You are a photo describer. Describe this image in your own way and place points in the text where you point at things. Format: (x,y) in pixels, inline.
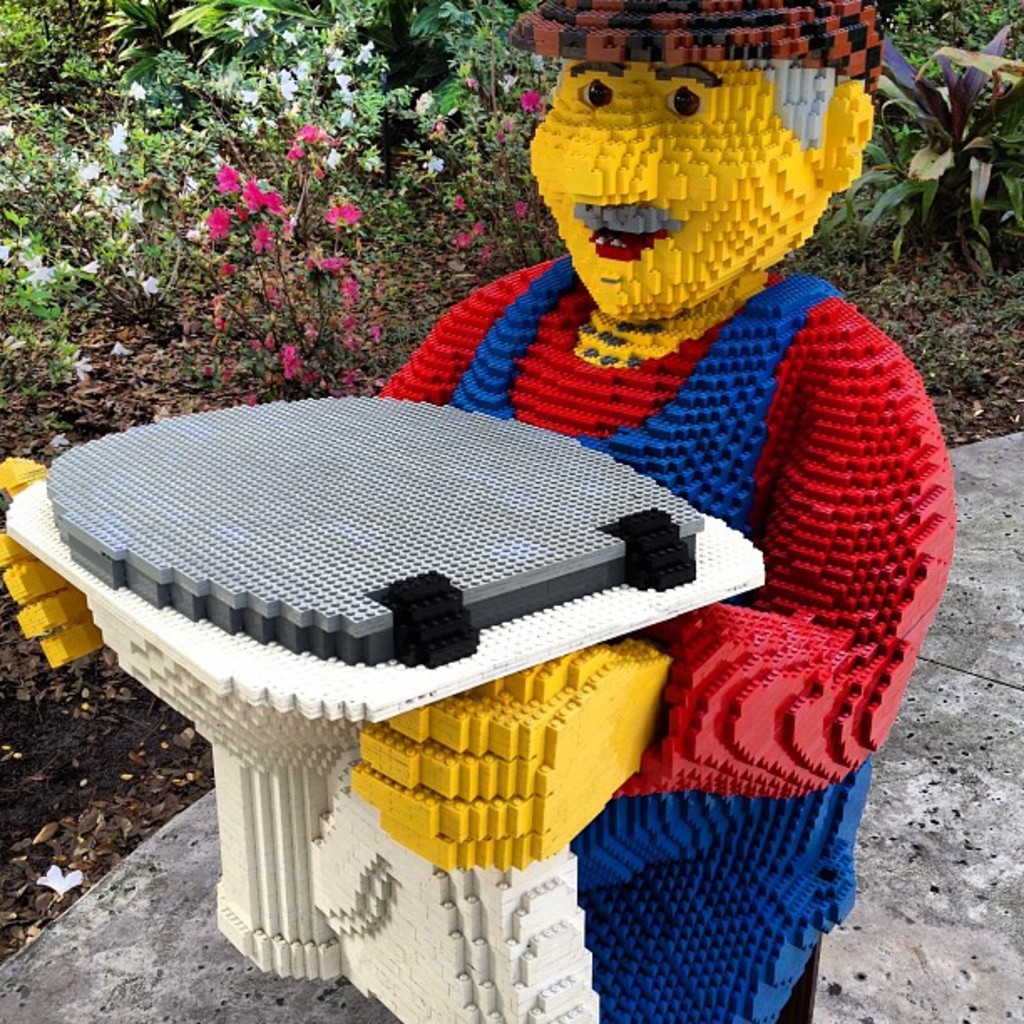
We can see statue (417,480). In the background (419,32) we can see plants (49,40) and flowers (284,91).
